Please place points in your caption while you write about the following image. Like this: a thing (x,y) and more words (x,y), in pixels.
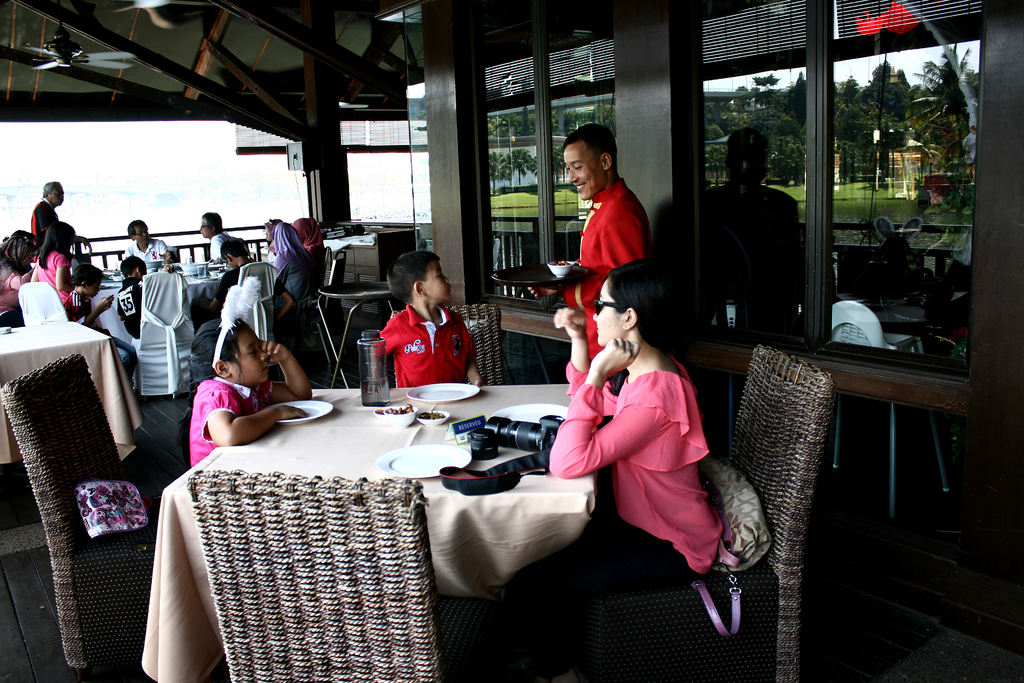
In this picture we can see two persons (610,179) standing. We can see few persons (60,282) sitting on chairs (16,415) in front of a table (528,497) and on the table (505,396) we can see camera (513,439), plates (453,391), bowl (428,424), bottles (376,394). These are windows (834,132). Here we can see the reflection (860,119) of trees (884,135) and green grass (889,197).
